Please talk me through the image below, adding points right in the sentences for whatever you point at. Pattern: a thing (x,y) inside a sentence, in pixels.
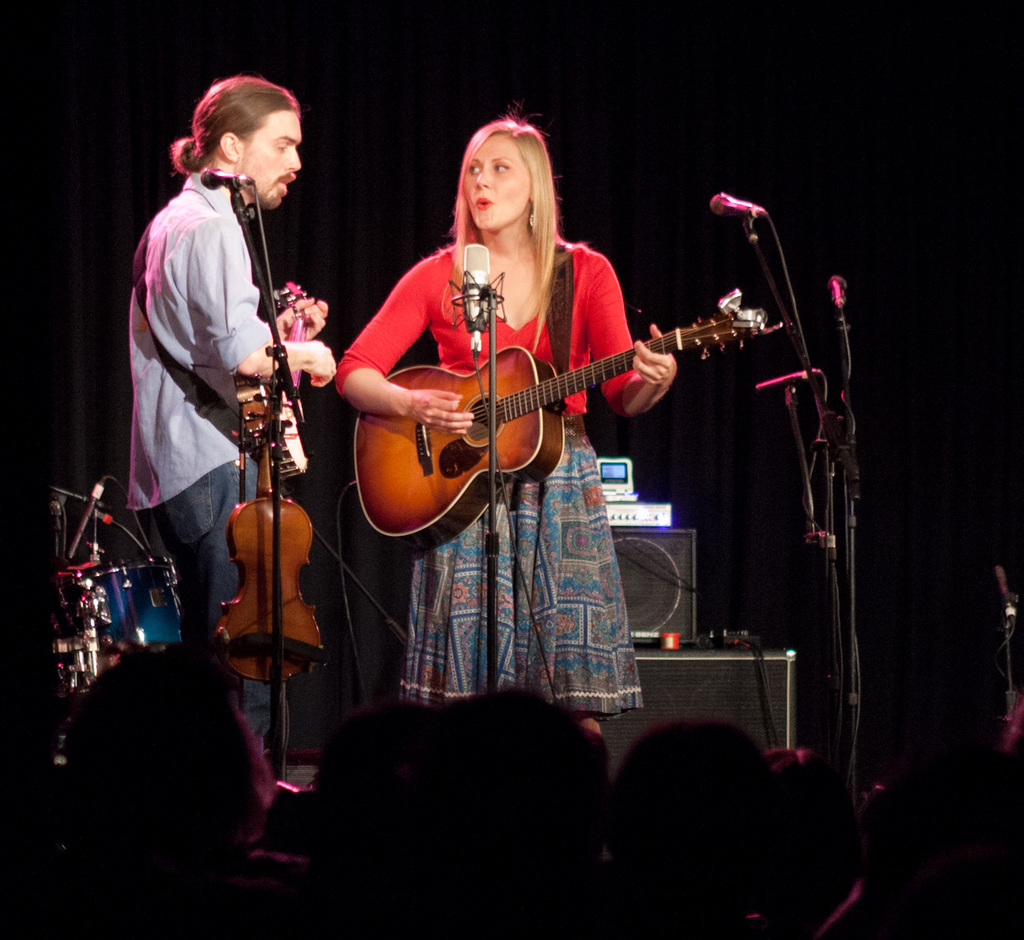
This is a picture taken on a stage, there are two people (210,434) on the stage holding the music instruments (288,409). In front of this people (363,338) there is a microphones (208,181) with stands (295,396). Background of this people (223,396) is a music instruments (120,618) and music system (627,587) and there is a black curtain (369,63).
